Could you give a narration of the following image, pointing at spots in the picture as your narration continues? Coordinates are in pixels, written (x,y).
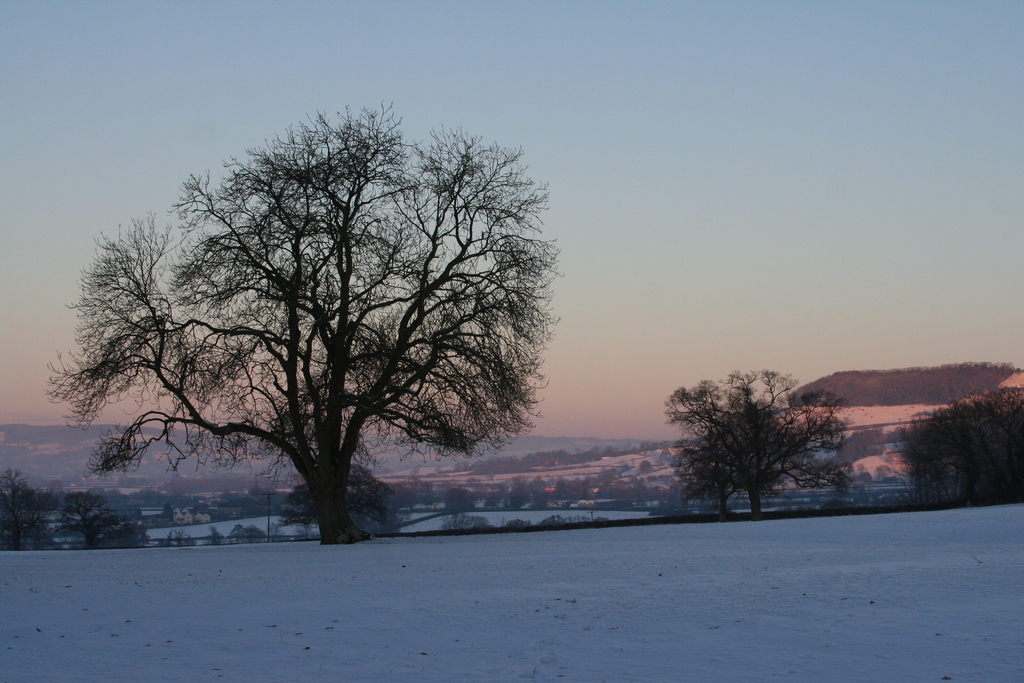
At the bottom of the image (540,602) there is snow (563,625). In the center of the image (401,410) there are trees (675,416). In the background of the image (564,436) there are mountains (643,458), sky (753,285).
